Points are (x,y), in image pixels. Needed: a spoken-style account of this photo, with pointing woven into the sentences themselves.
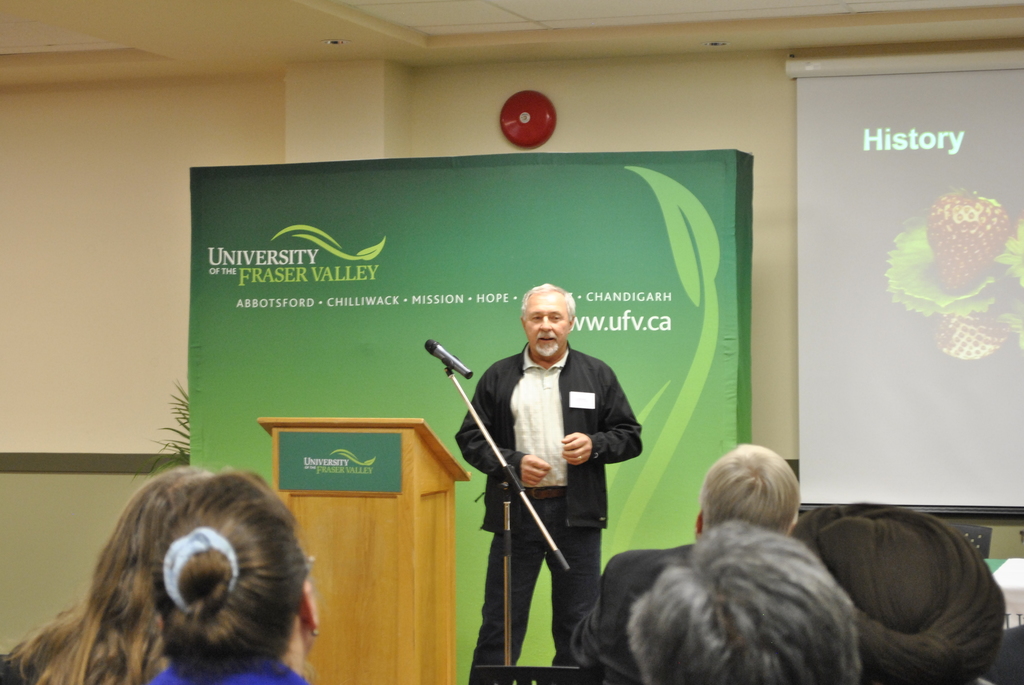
In the center of the image (518,384) we can see a man (522,441) standing and there is a mic (455,363) placed on the stand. On the left (329,594) there is a podium (399,590) at the bottom (186,493) there are people (829,596). In the background (680,212) there is a board (511,298) and we can see a screen (873,231) placed on the wall (599,141).
